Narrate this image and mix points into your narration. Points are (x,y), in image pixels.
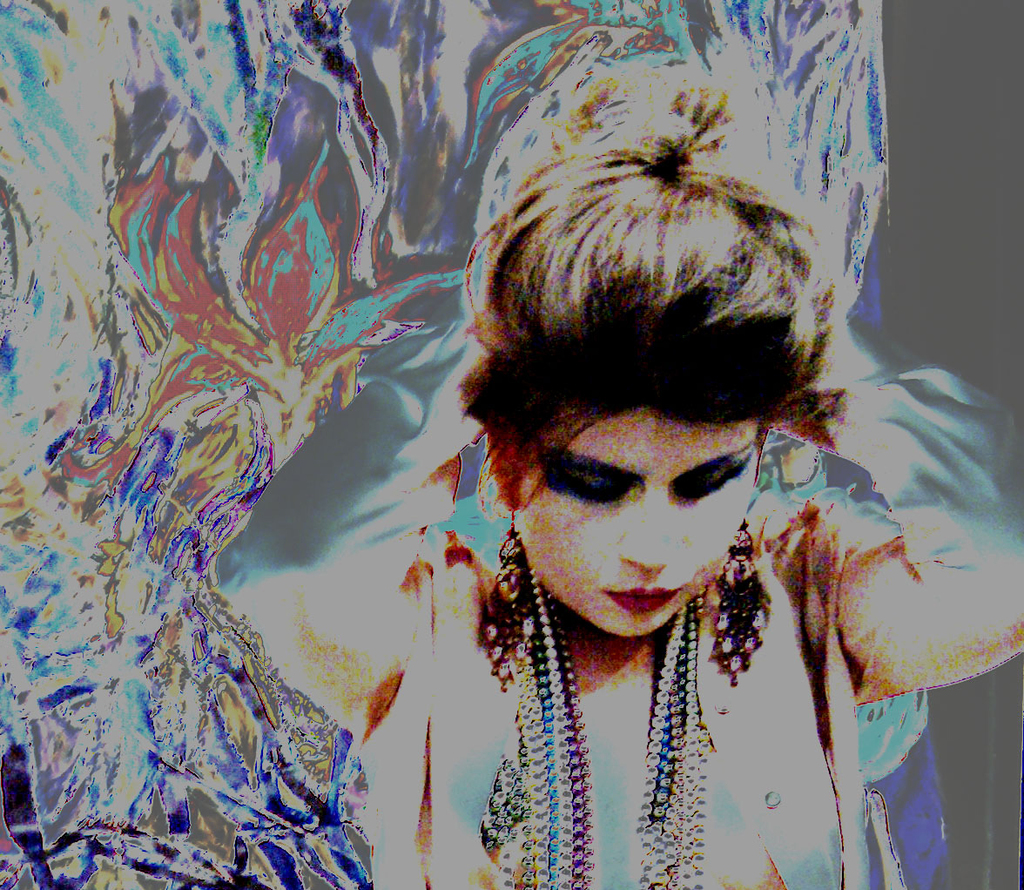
Here we can see a graphical image, in this picture we can see a woman (699,720) in the front (670,734).
